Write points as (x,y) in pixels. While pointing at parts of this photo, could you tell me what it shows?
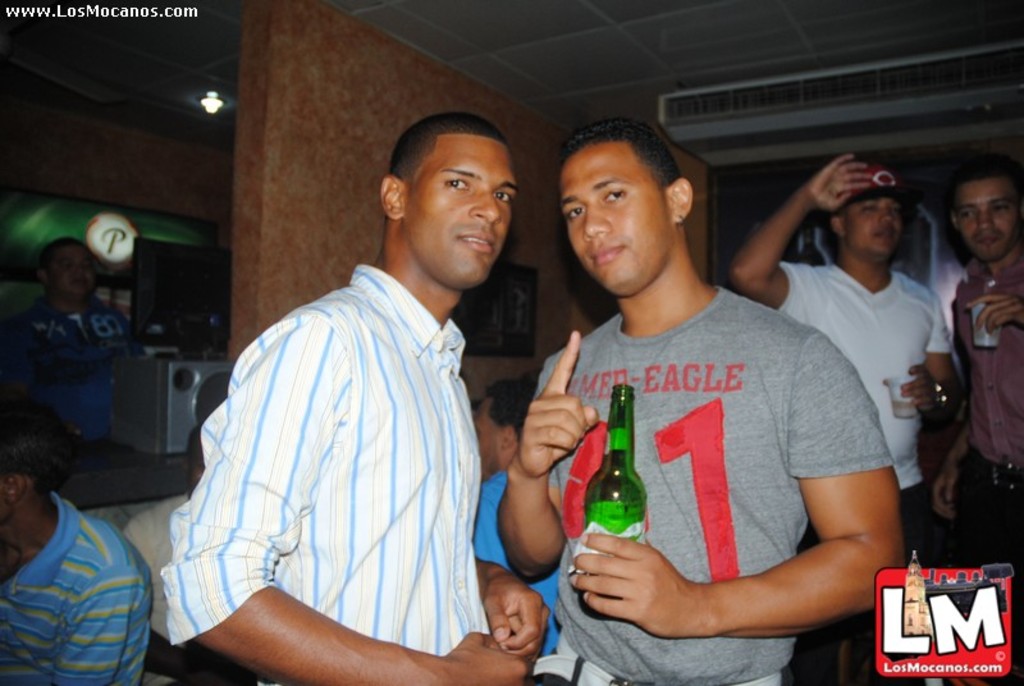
In this picture we can see there are groups of people (341,522) standing and some people (68,539) are sitting and a man (616,609) is holding a bottle (607,508) and the other two members (878,359) holding the cups (898,413). Behind the people (372,377) there is a wall (349,133), monitor (166,281) and a machine (170,397) and at the top (218,104) there is a ceiling light (207,97). On the image there are watermarks (909,630).
